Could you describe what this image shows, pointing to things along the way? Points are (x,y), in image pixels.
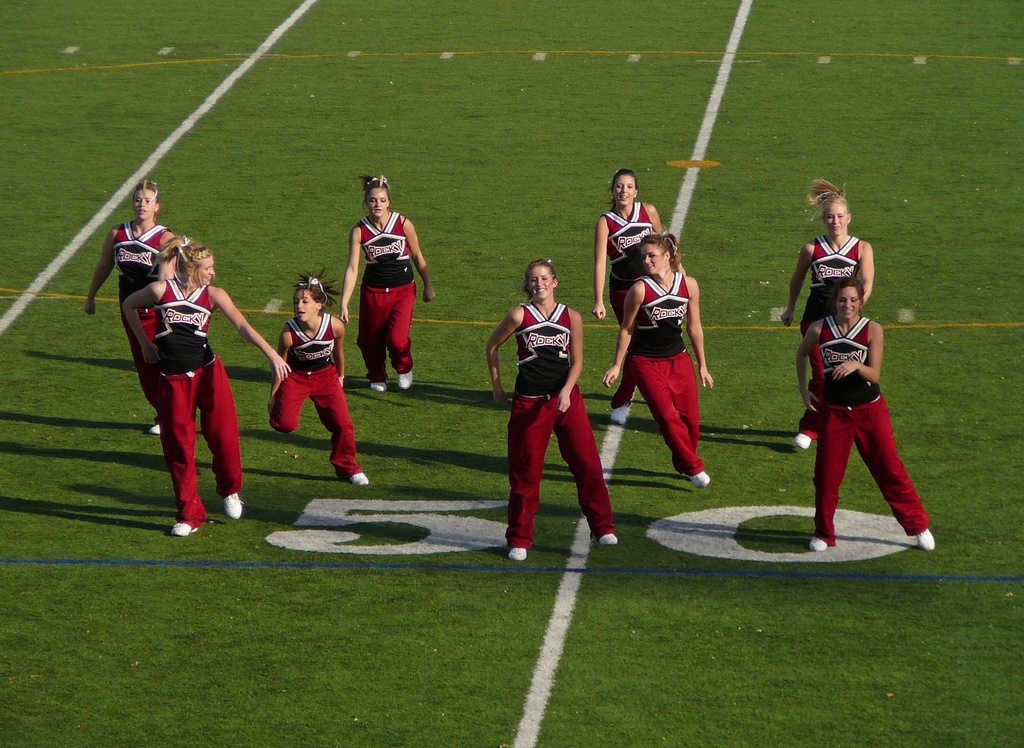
In this image in the center (530,359) there are a group of people (565,350), and it seems that they are dancing. At the bottom (188,543) there is ground (581,542).
